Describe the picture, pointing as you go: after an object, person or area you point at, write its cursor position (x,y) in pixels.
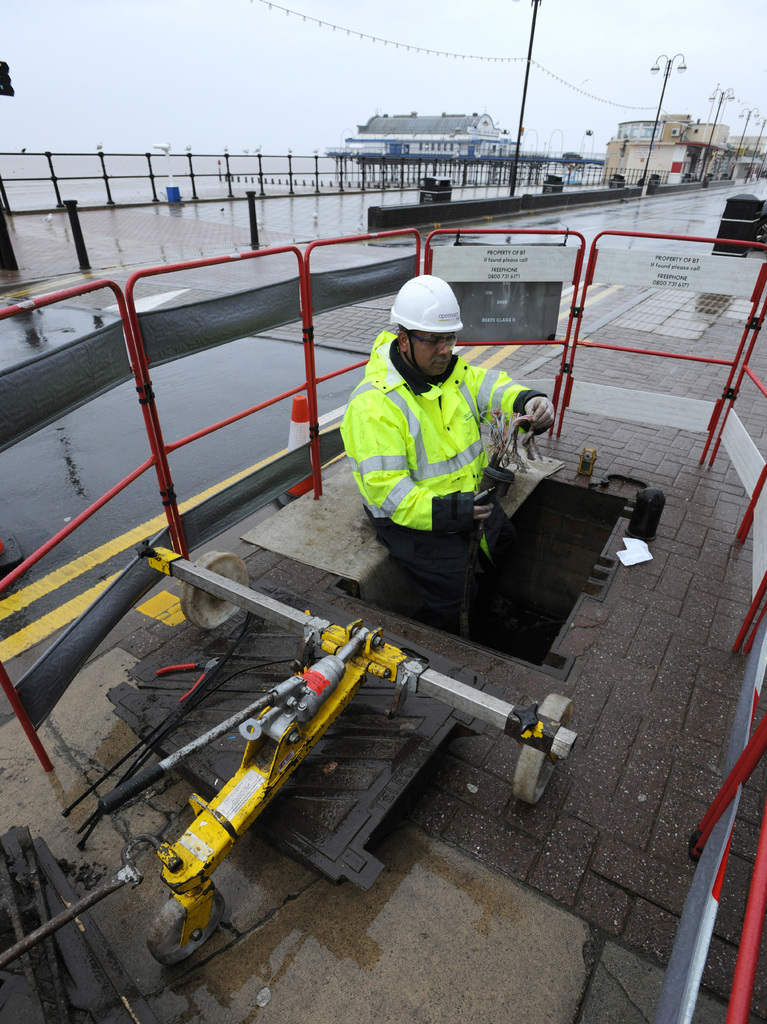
In the image there is a man (430,407) with safety shirt (415,387) and white helmet (442,328) sitting on side of road (724,743) inside a fence (694,285) with a machine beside it, in the back (438,146) there are buildings (648,147) and street lights (759,122) and above its sky (181,64).
